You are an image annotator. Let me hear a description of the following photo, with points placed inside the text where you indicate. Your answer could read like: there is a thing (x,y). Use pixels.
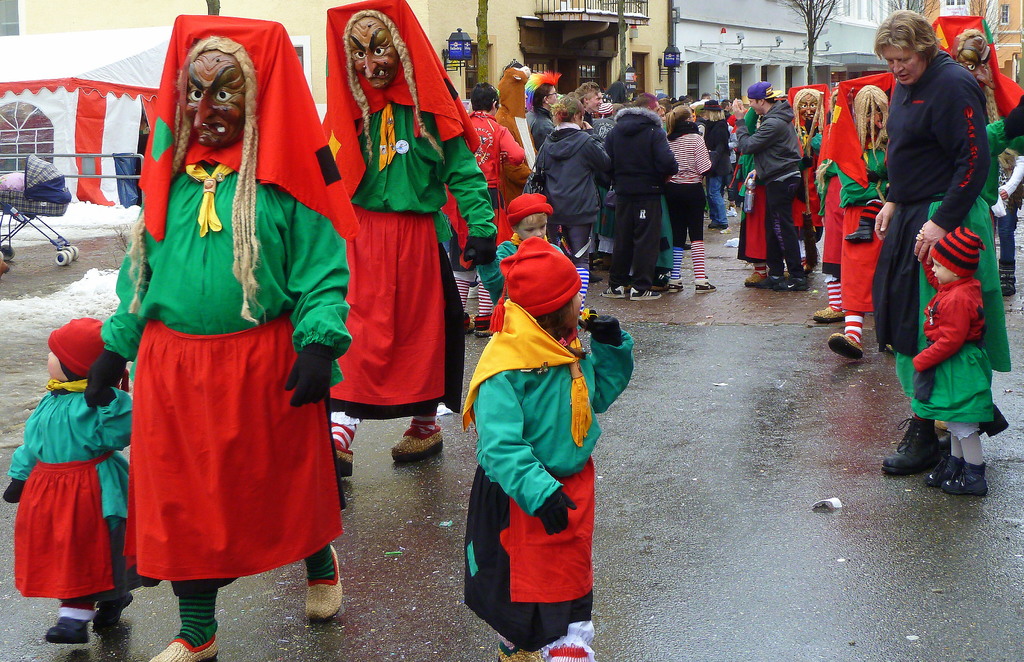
In this image we can see many people (583,168). We can see few people (383,219) wearing costumes (430,345). There are few trees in the image. There is a tent (122,92) at the left side of the image (122,106). There are few buildings (772,15) in the image. There are few lamps (776,45) in the image.
